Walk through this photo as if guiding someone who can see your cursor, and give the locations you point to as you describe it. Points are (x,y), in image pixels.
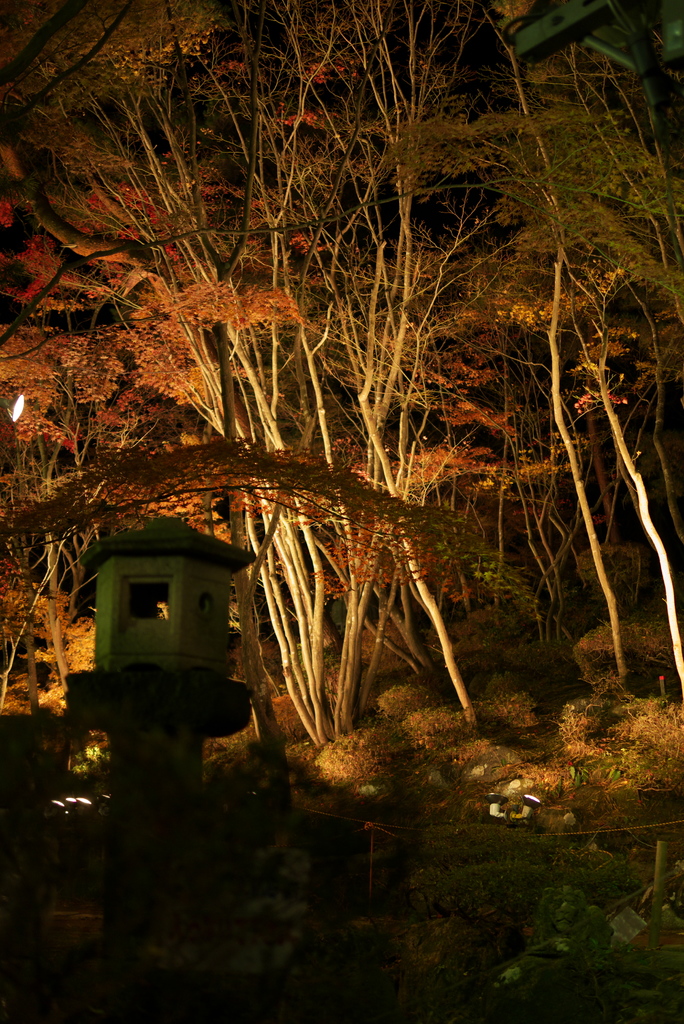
In this picture I can observe plants (367,756) and trees (261,372) on the land (341,767). On the left side (12,412) there is a light (15,417). The background (265,90) is dark.
